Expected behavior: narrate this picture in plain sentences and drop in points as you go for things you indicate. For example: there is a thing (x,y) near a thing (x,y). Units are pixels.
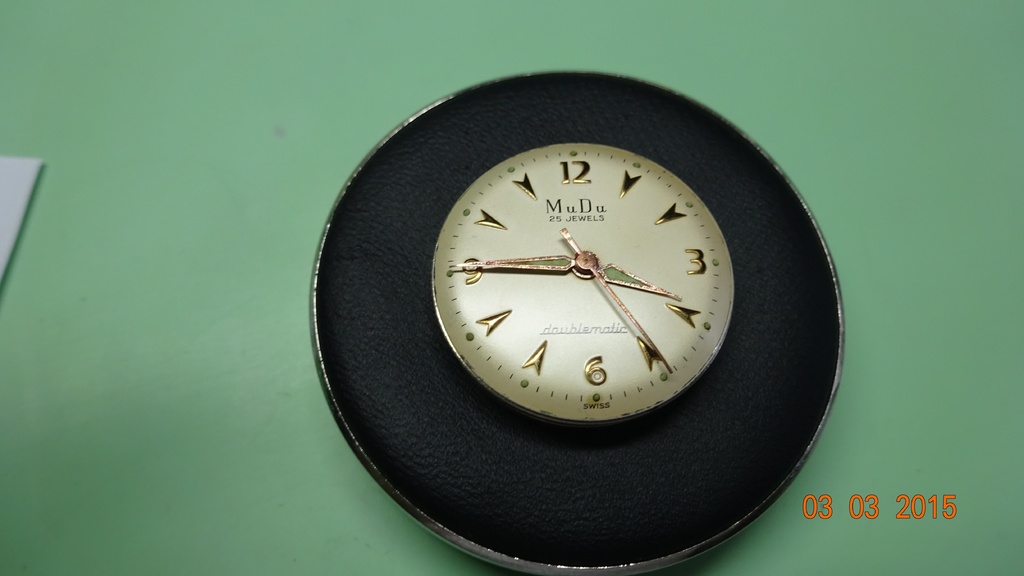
In the image there is a watch (575,407) on the black cushion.
